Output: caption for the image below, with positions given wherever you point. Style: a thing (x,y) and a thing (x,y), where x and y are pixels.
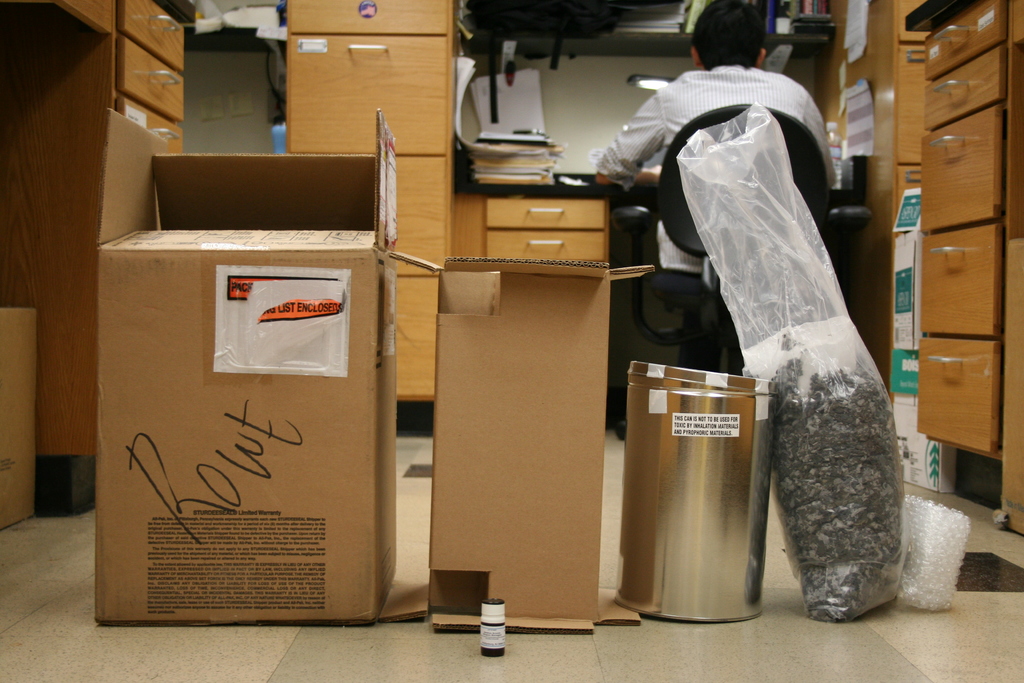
In the picture we can see a floor (987,511) with two cardboard boxes (185,385) on it and beside it, we can see a tin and a polythene bag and besides to it, we can see some drawers (985,302) on the either sides and in the background (369,19) also we can see some drawers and a table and near it we can see a man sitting on the chair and on the table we can see some files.
